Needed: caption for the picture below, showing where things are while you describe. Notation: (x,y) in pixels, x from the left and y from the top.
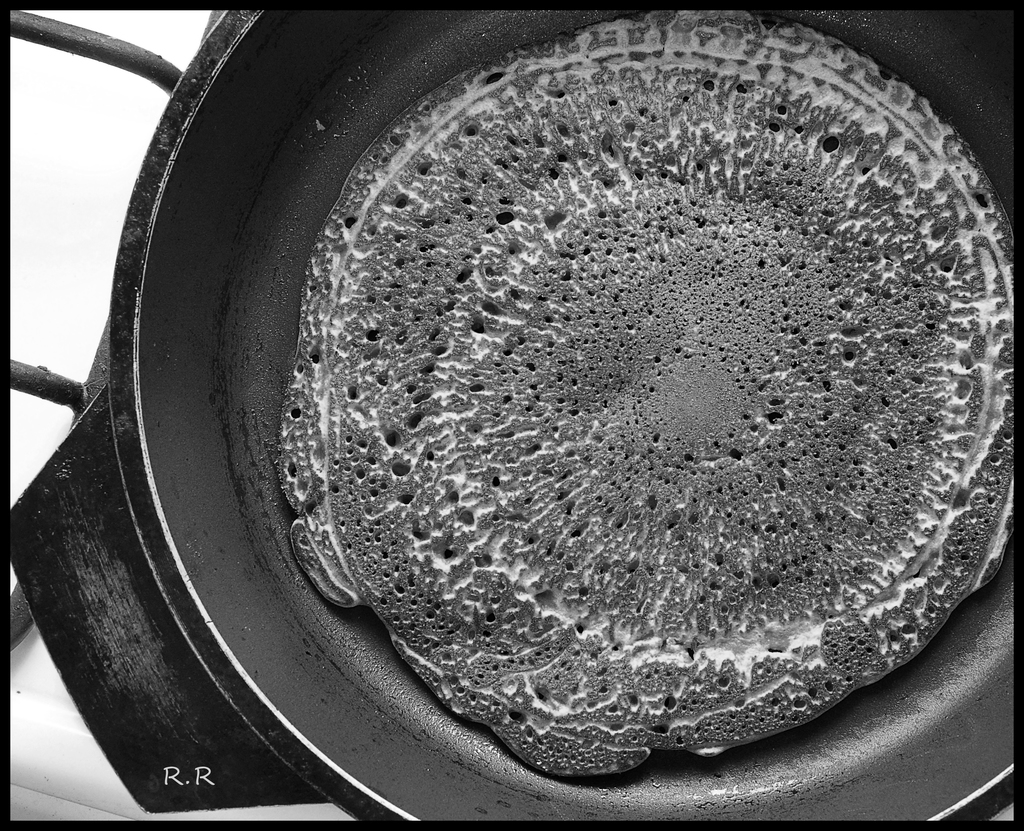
There is a black color pan (126,258) which has some eatables (683,618) placed in it.
